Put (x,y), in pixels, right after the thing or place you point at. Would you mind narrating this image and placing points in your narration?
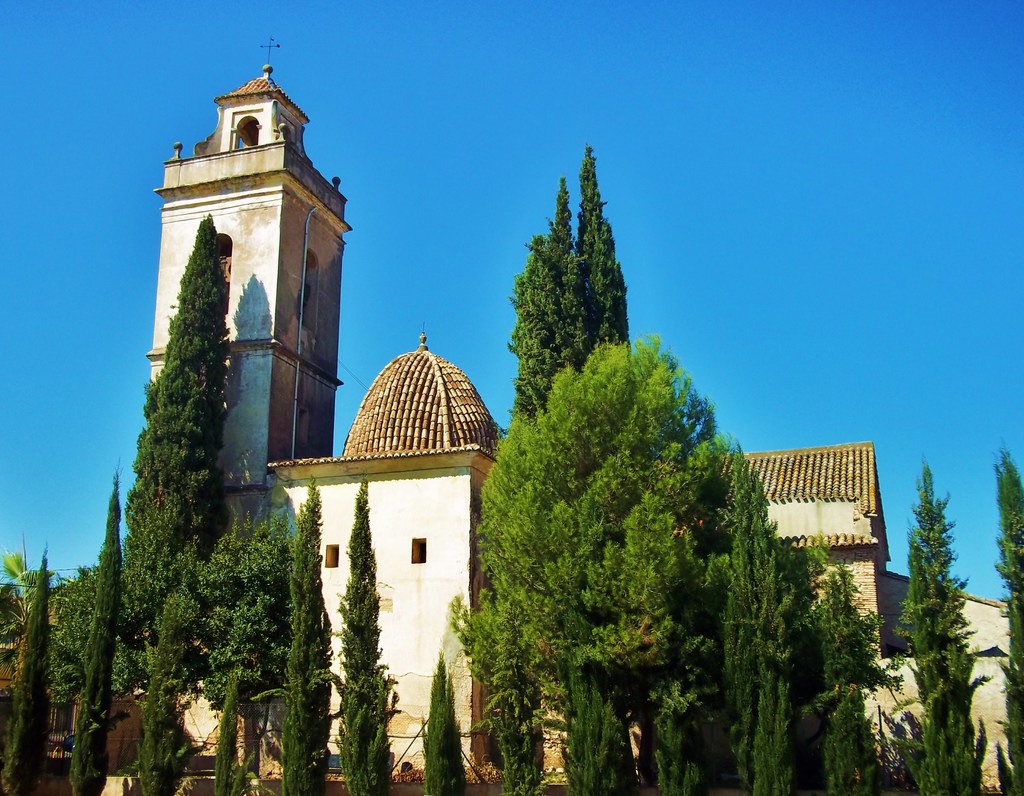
In this image I can see few buildings (402,547), windows (419,548) and few green trees (362,518). The sky (471,163) is in blue color.
